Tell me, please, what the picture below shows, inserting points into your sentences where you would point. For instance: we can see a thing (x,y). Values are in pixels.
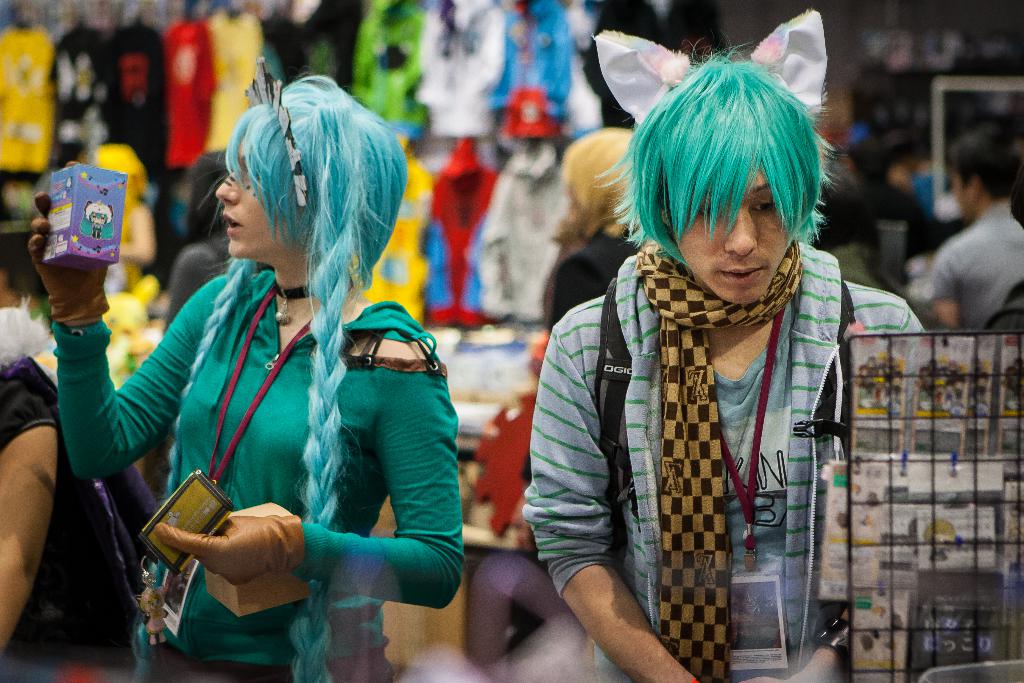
In this picture we can see some people (352,475) and they are holding some boxes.
